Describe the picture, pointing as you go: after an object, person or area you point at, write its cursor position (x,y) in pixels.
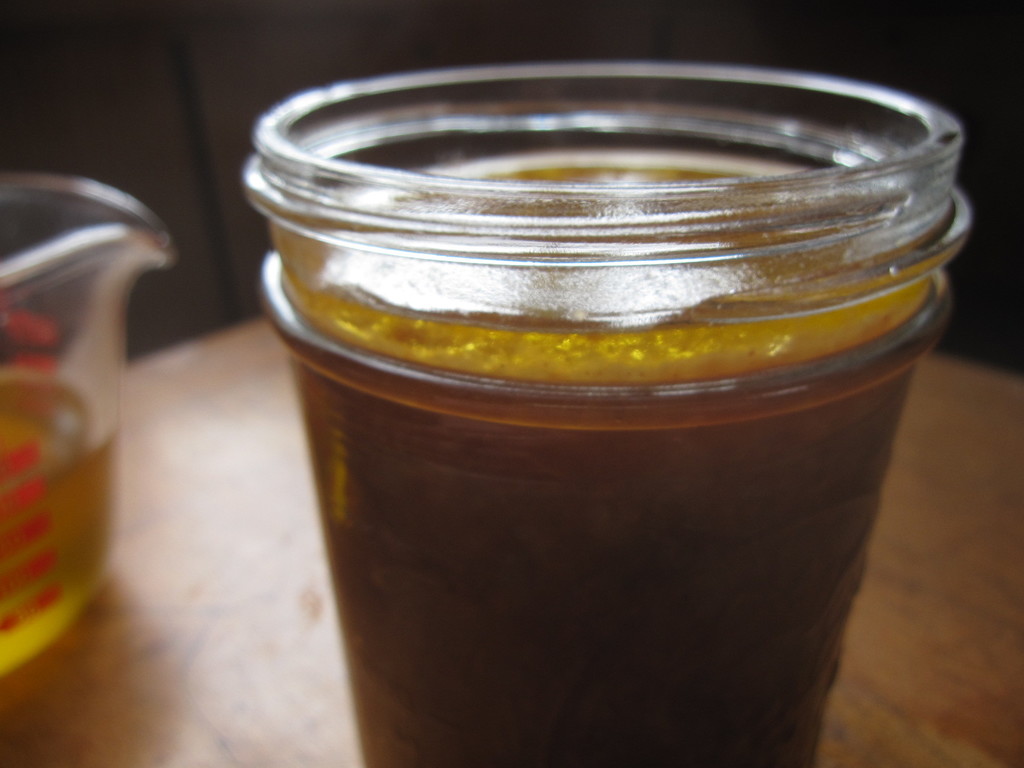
In this image there is a table (907,473), on that table (168,445) there are two container (104,414) in that container (436,447) there is a liquid (509,425).
